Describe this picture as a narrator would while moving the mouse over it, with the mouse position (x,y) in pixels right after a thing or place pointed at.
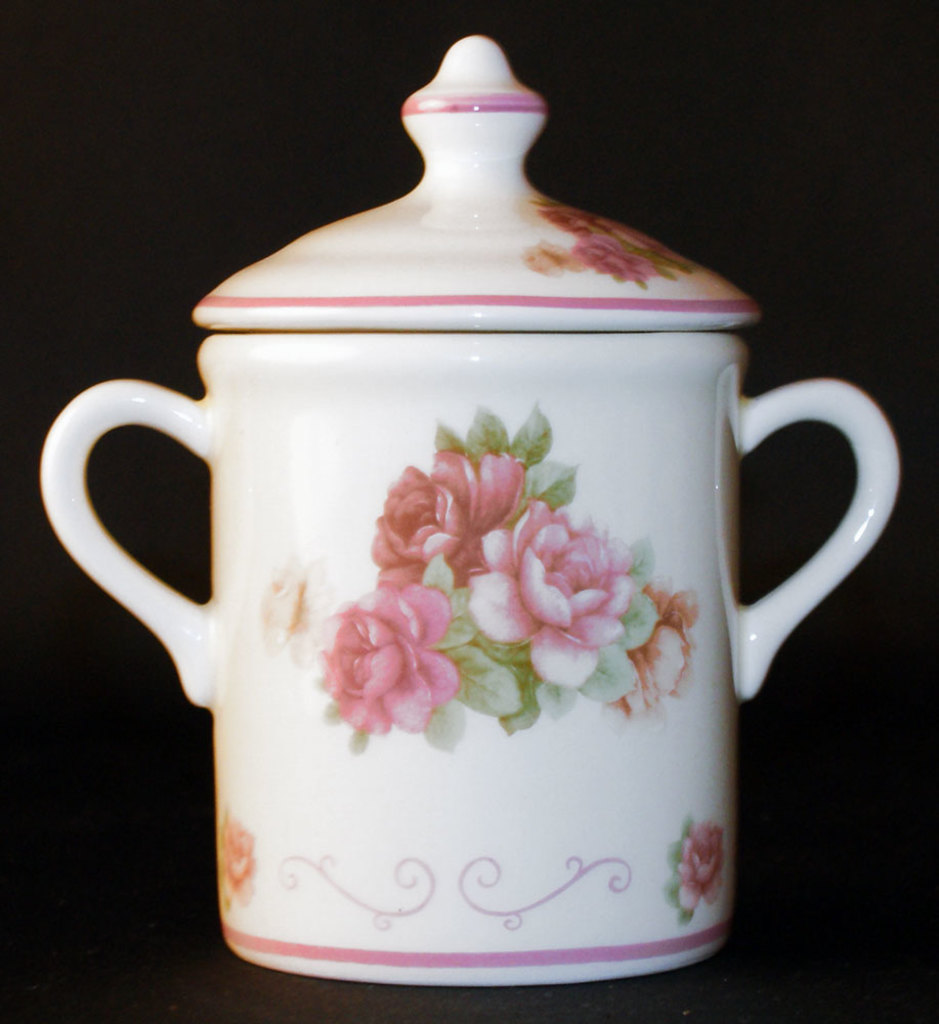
In this picture we can see a ceramic pot (436,669) and cap (418,284), we can see design of flowers (482,608) in the middle (445,496), there is a dark background (788,152).
